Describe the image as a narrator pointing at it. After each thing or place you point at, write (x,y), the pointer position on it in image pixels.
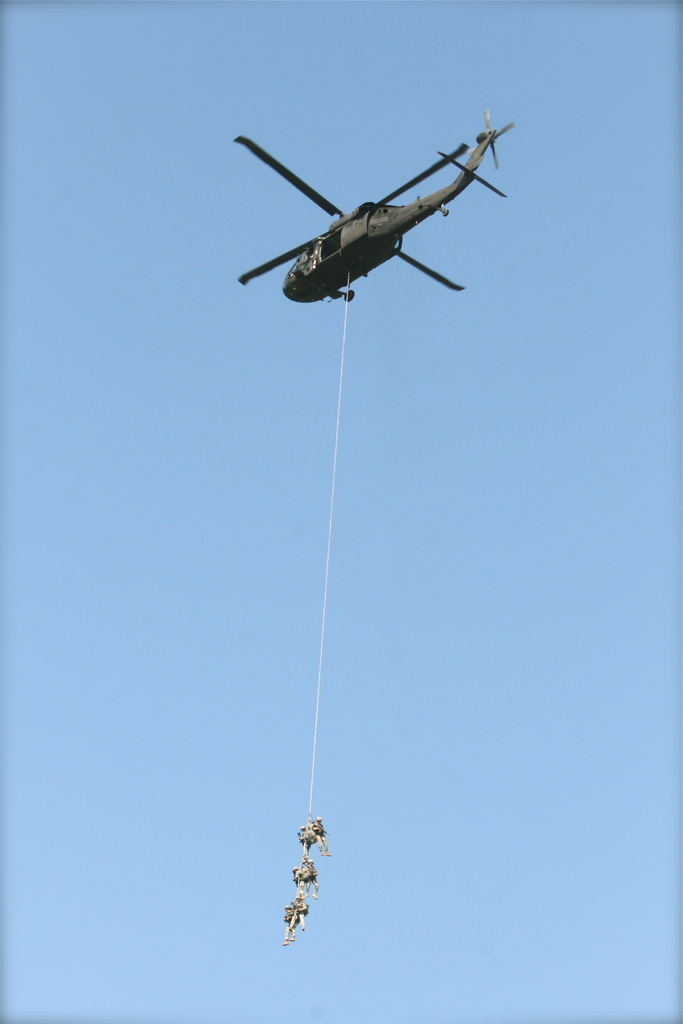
In this image we can see a helicopter (349,258). There is a rope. And six people (304,840) are hanging on the rope (311,818). In the background (464,355) there is sky (467,628).
